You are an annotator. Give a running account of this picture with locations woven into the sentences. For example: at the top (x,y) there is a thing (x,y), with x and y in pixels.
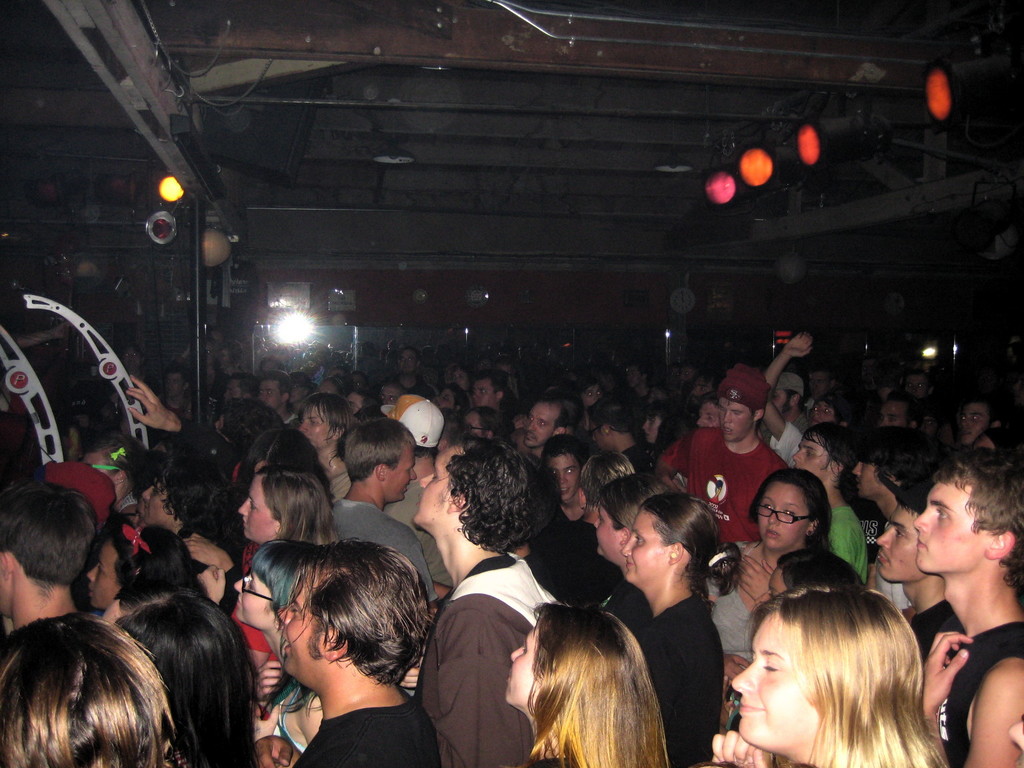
There are group of people (60,491) and we can see lights (167,219) and pole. In the background (438,299) it is dark and we can see clocks (471,298) and wall (387,308).
